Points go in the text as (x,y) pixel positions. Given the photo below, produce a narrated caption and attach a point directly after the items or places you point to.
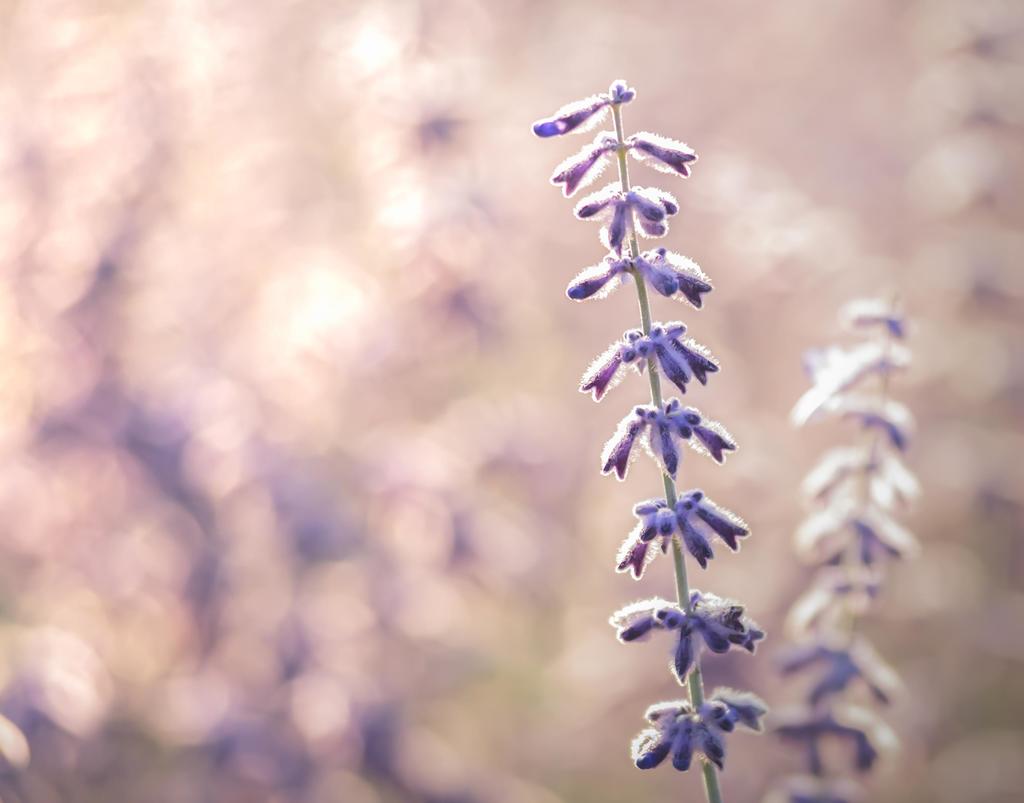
Here I can see a plant (674,527) along with the flowers (681,727) which are in violet color. The background (327,531) is blurred.
